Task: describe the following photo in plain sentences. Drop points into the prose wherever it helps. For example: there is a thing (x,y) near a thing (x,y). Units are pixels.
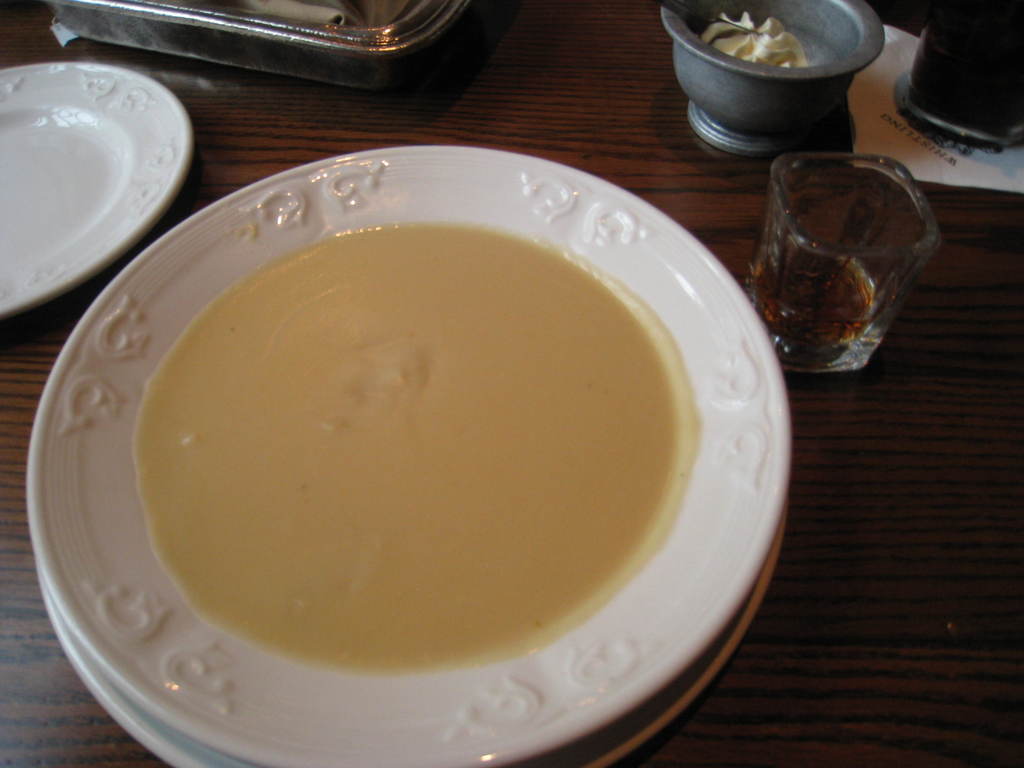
In this image we can see a table (676,96). On the table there are serving plate (641,570) with sauce (434,472) in it, glass tumbler (798,229) with beverage (840,308) in it, a bowl (763,69) with cream (748,33) in it.
